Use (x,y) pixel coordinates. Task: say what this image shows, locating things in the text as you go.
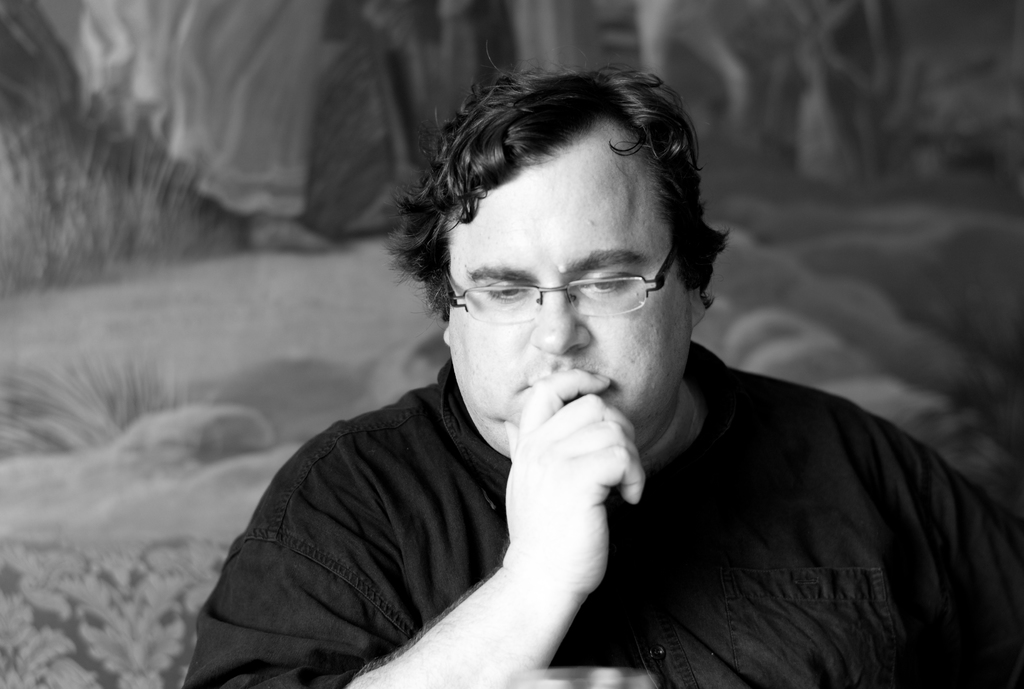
In the image a person (702,293) is watching. Behind him there is a wall (358,178).
